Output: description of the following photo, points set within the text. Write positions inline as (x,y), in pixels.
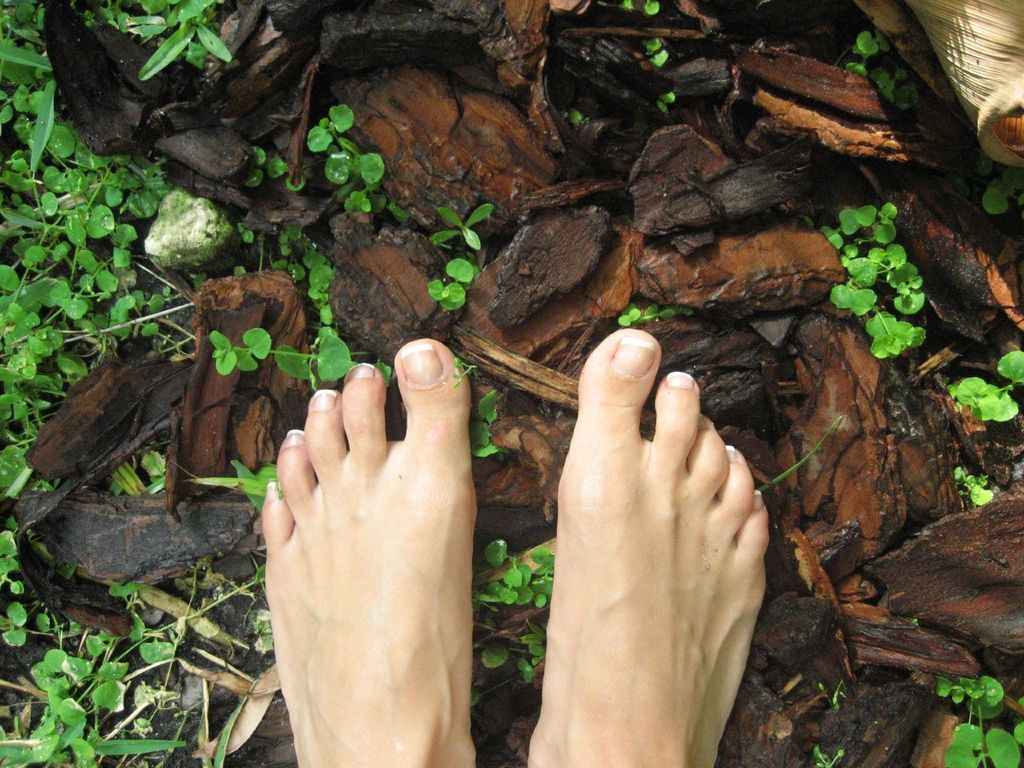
In this image I can see two human legs (648,573) on the brown and black colored wooden objects (518,331). I can see few plants (120,268) which are green in color.
